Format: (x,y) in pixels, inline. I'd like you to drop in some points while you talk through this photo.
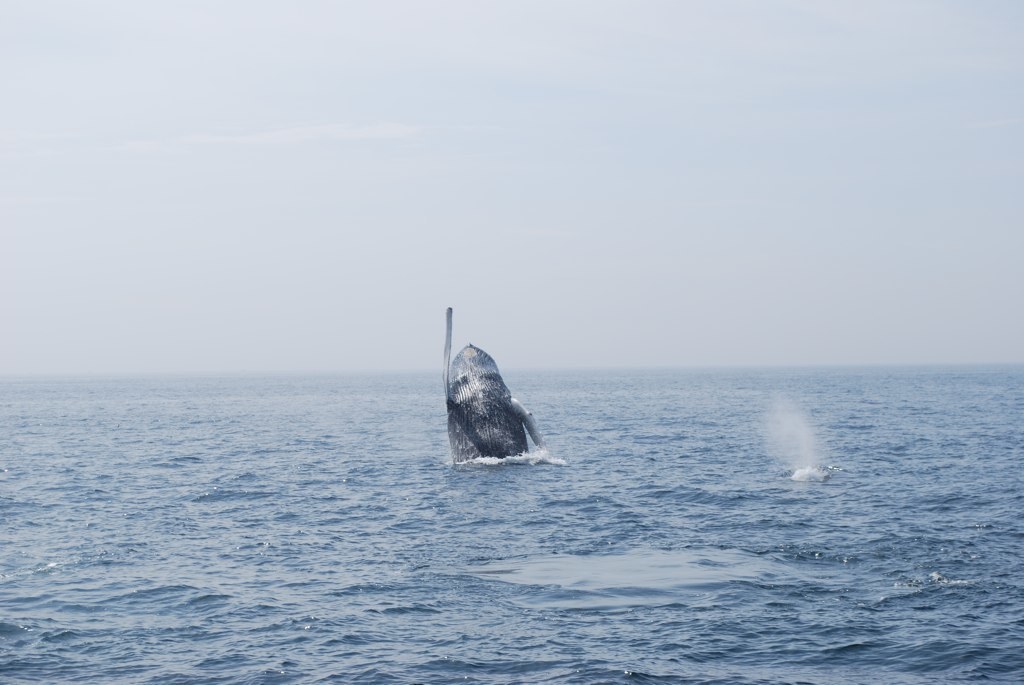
Here in this picture we can see water (305,377) present all over there and in the middle (485,448) we can see a whale (504,446) coming out through the water (438,413) and we can see the sky (204,299) is cloudy.
